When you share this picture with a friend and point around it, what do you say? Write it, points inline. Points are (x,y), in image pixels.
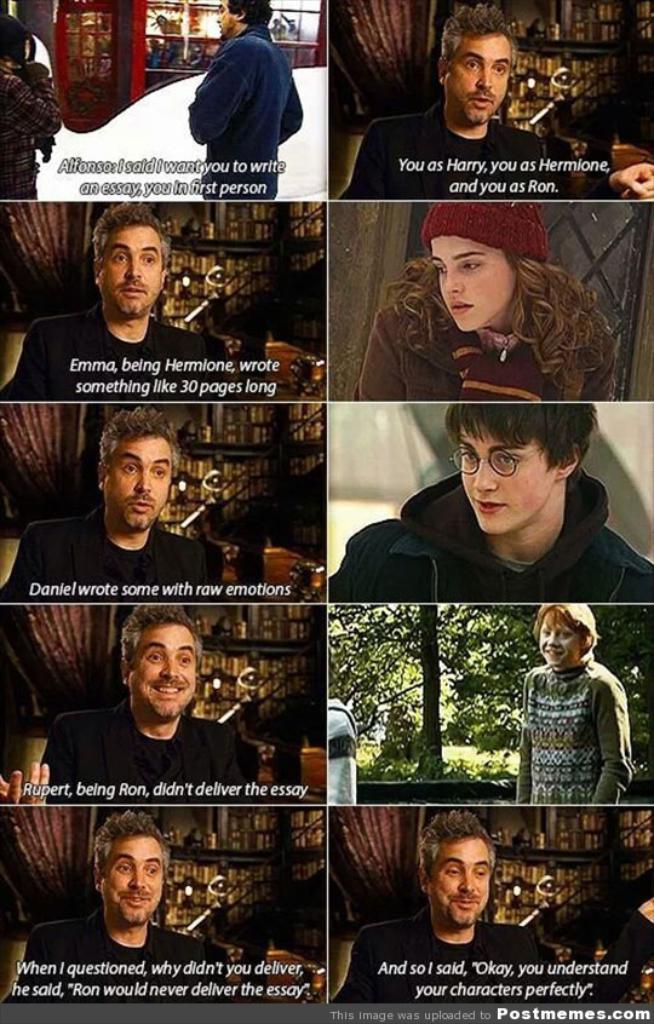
This is an edited pic, where we can see conversations (510,170) of the persons (480,84).
